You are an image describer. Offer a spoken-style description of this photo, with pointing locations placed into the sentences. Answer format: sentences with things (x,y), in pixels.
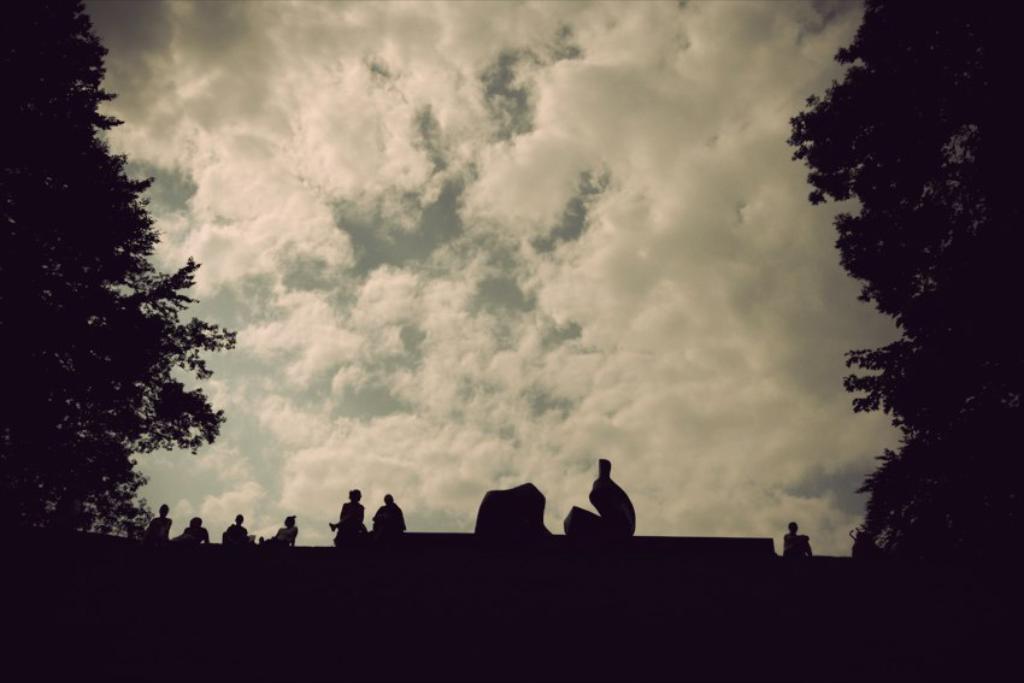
In this image, we can see persons (163,522). There is a tree (52,311) on the left (73,376) and on the right side of the image (960,294). There are clouds (535,210) in the sky (510,256).
